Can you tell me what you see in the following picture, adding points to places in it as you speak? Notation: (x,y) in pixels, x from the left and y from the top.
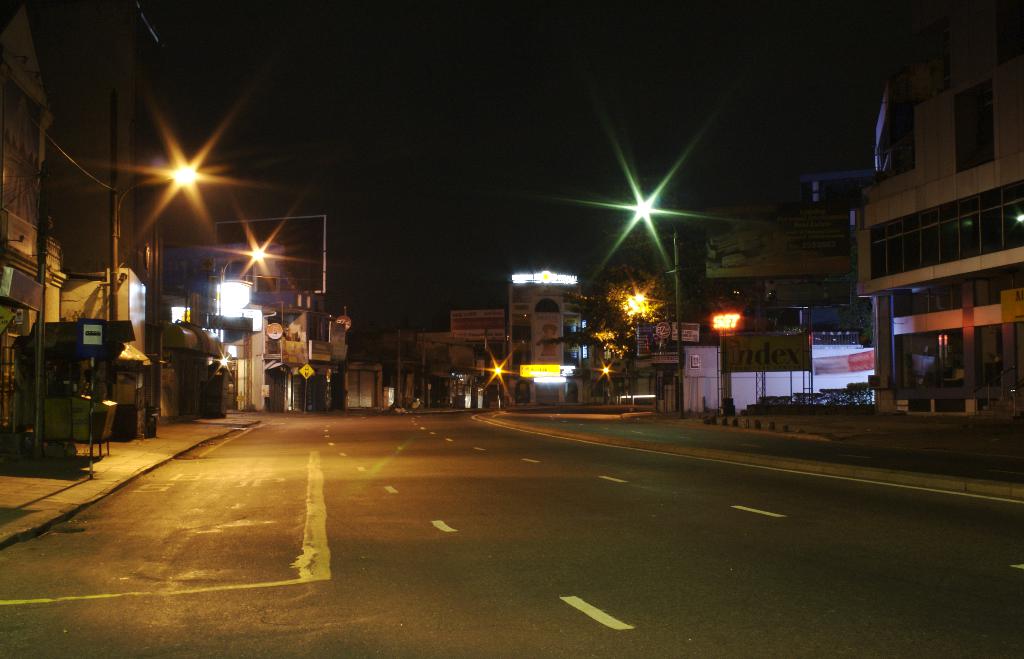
The image is captured in the night time, there is a plain road (224,466) and around the road (195,621) there are some buildings (540,330) and stores (929,347), there are also some boards (770,340) and the lights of the street lights (645,200) are very bright.
